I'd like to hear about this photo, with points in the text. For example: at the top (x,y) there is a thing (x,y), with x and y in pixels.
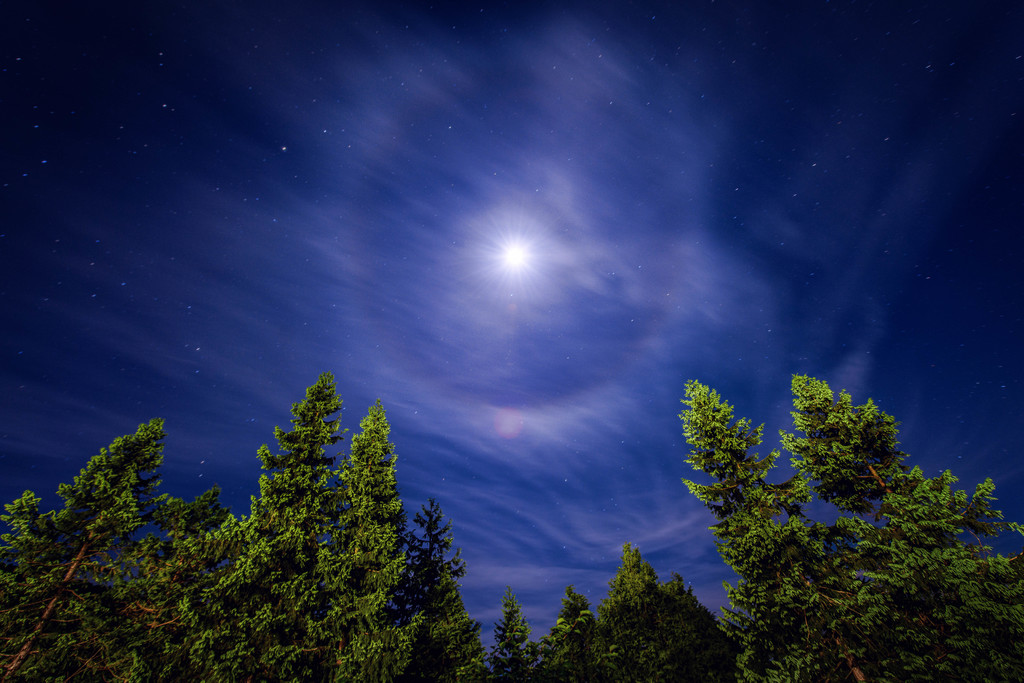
In this picture we can see a few trees (951,590) from left to right. There is a light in the sky (508,246).
